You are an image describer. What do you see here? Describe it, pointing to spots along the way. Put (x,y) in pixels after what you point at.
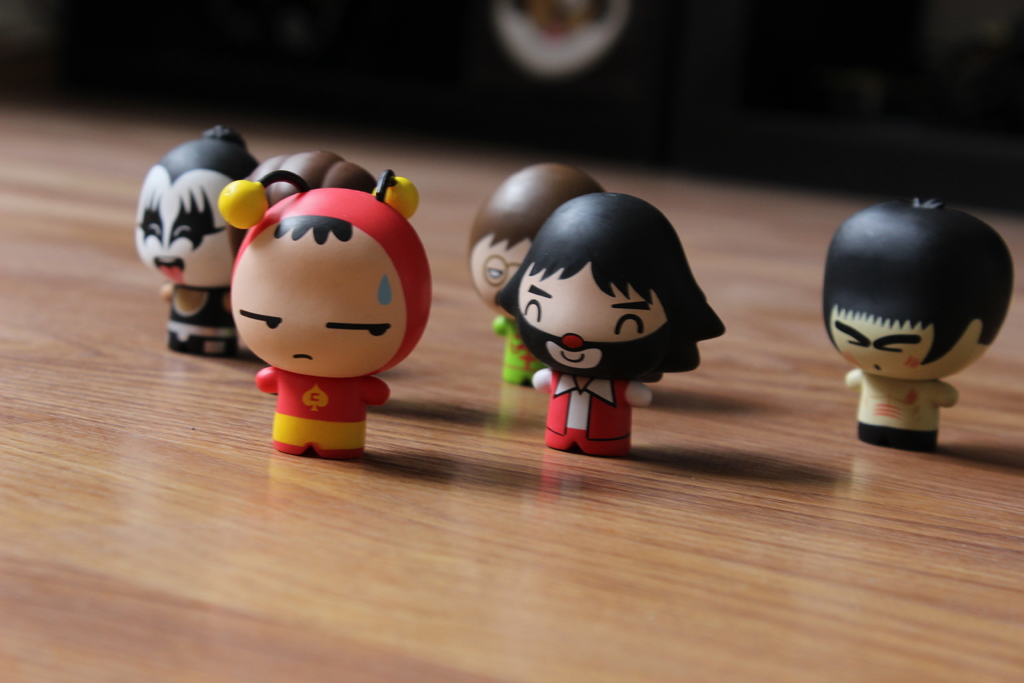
In this picture there are toys (519,215) on the table (387,576). At the back (580,109) it looks like an object (578,90).
